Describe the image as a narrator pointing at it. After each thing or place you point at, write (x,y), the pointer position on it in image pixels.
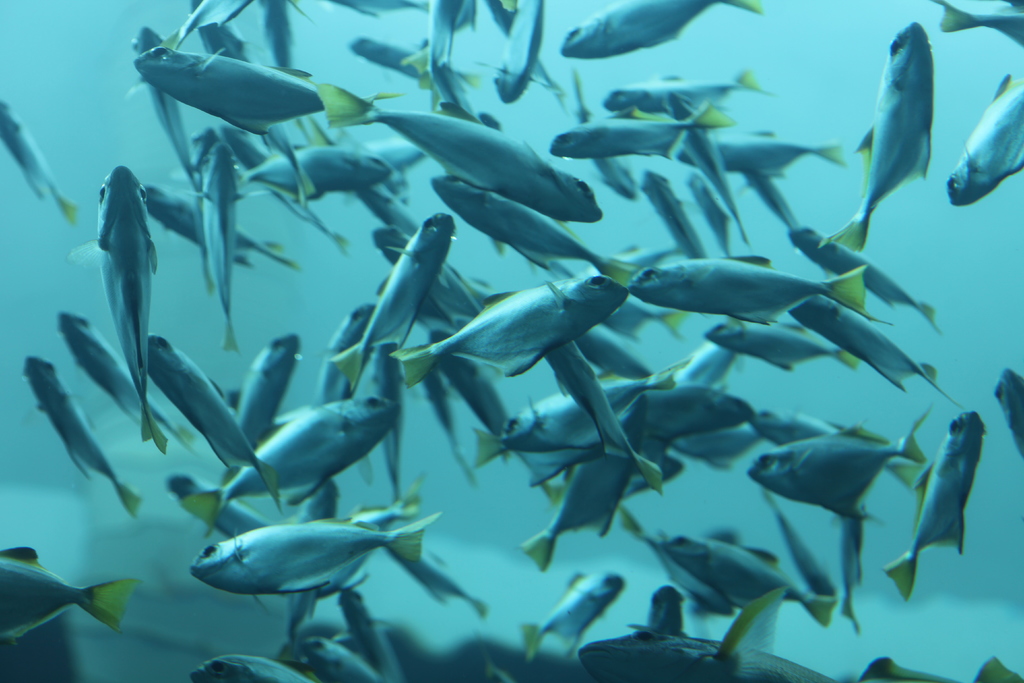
In this picture there are fishes (568,368) in the water (697,516).
